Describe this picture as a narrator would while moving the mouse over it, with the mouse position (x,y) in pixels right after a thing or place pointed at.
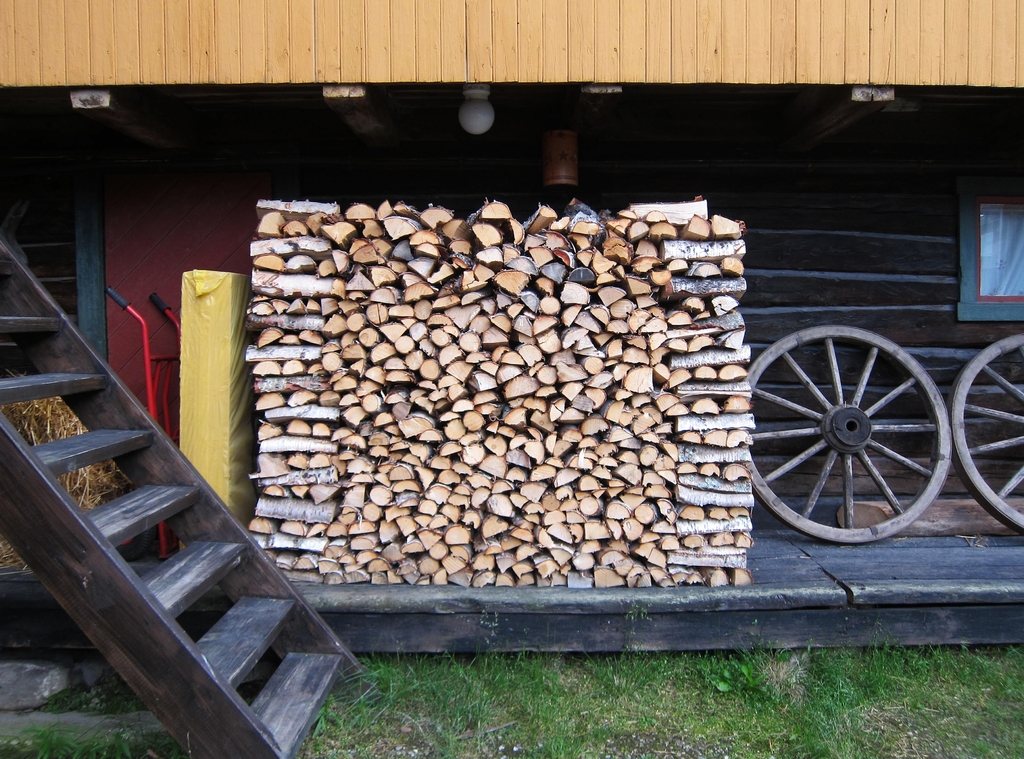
In this image we can see the part of the building (155,310), and there are wooden sticks (727,429), box (190,440) with cover (201,406), stand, grass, wheels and ladder (40,449). At the top (480,120) there is the light (472,94).
